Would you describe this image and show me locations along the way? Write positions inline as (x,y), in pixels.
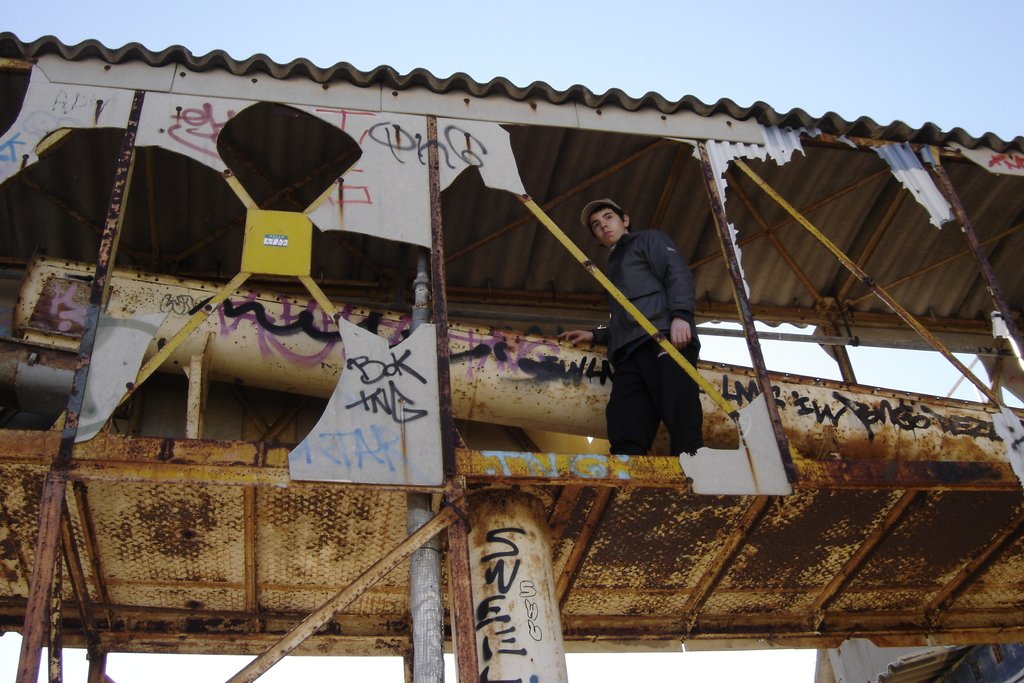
In this image we can see a person (627,349) on the bridge (428,446) and there is a pillar (509,585) to the bridge (408,365) and the sky (653,53) in the background (666,51).
